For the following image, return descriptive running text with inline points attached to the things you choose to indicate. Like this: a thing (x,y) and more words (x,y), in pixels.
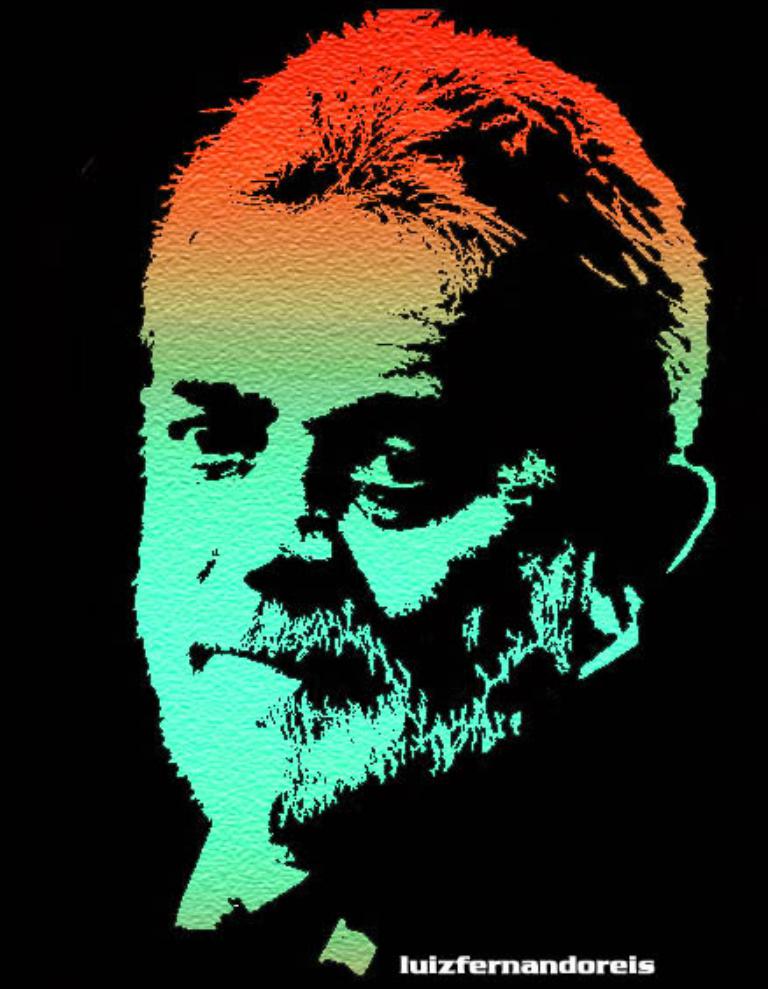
In the center of the image (349,635) there is a depiction of a person (356,859). At the bottom of the image (459,971) there is text (589,969).
